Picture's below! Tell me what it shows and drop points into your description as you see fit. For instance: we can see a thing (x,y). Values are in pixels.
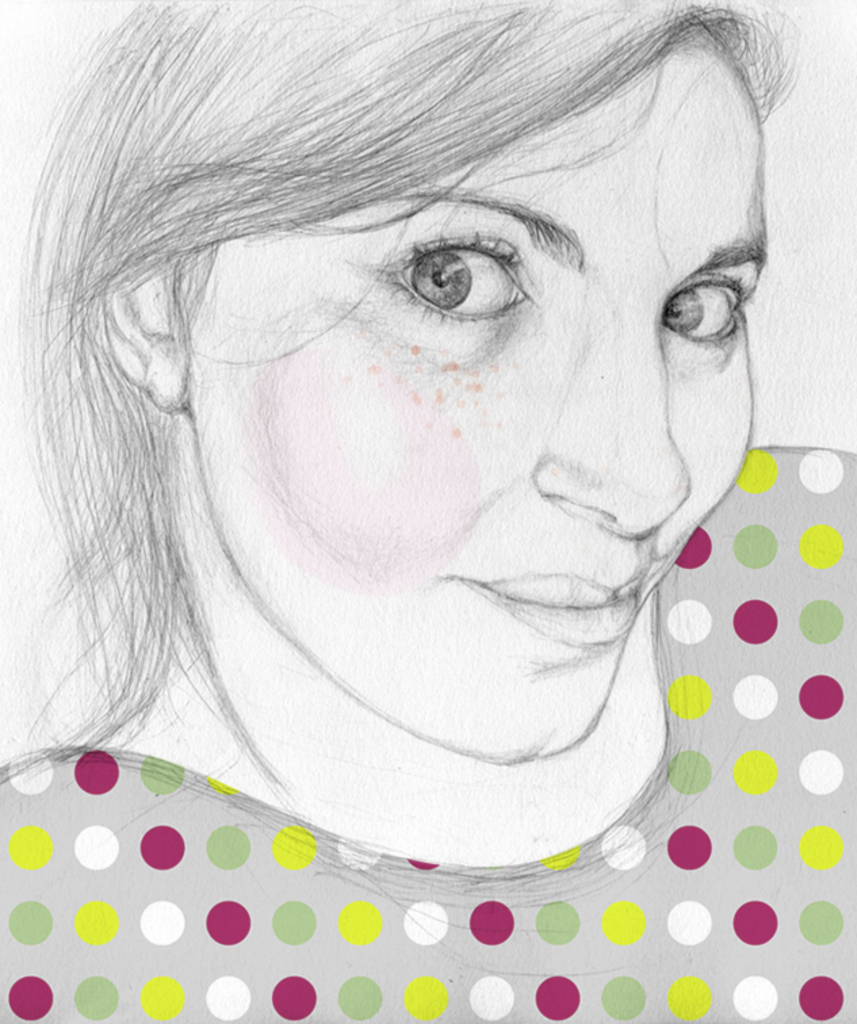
In the image we can see there is a drawing (462,482) of a women (469,445).
